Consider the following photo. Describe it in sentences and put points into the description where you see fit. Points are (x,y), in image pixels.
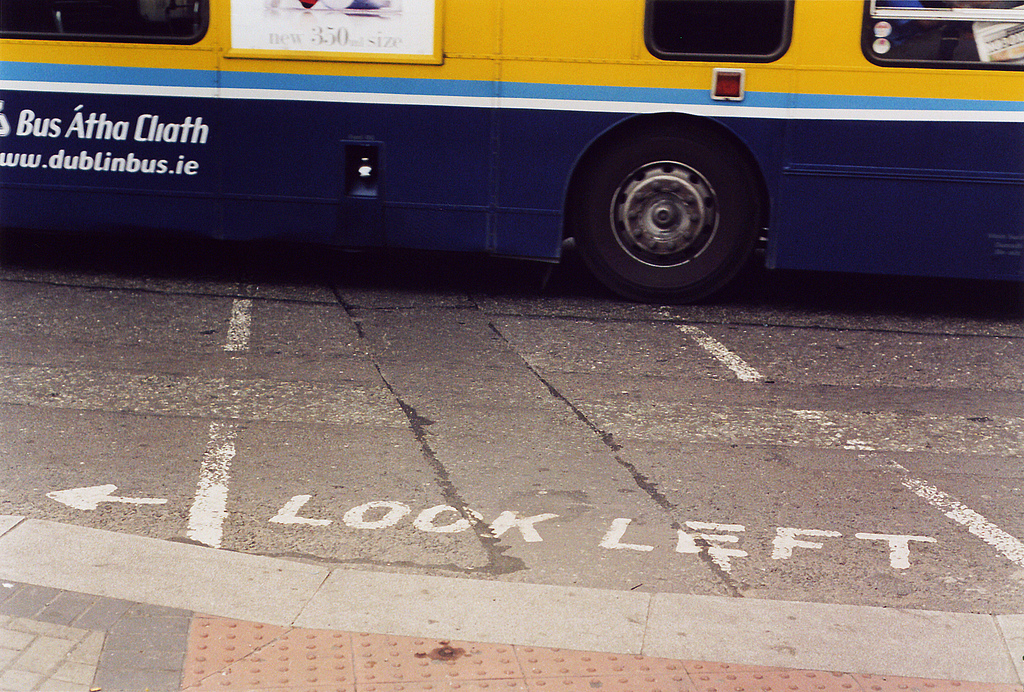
In the foreground (403,553) I can see the road (615,426) and there is a text (734,542) on the road (561,512). In the background (101,29), I can see a bus (697,88) on the road (946,560). I can see the glass windows (204,34) at the top of the picture (744,58).
